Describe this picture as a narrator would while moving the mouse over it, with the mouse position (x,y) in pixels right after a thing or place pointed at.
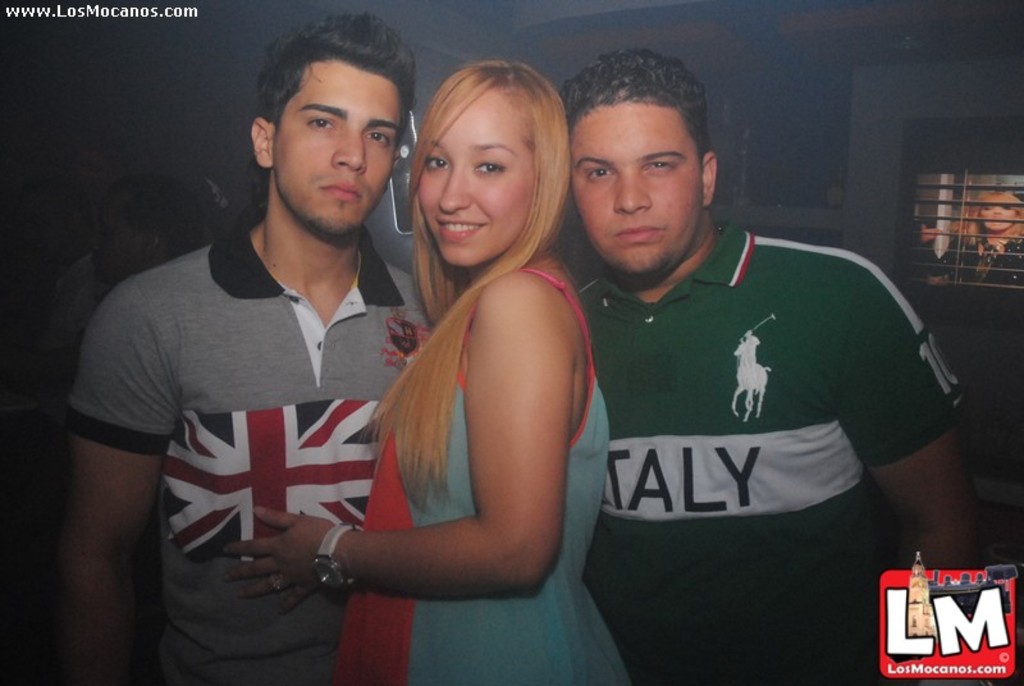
In this image I can see three persons (659,424) standing, the person (659,424) at right (692,392) is wearing green and white color shirt (716,488) and the person (268,415) at left (260,418) is wearing gray color shirt (251,416). Background (1011,233) I can see the window (937,227) and I can also see the person (980,224) and the person (986,241) is wearing black color shirt (969,258).
